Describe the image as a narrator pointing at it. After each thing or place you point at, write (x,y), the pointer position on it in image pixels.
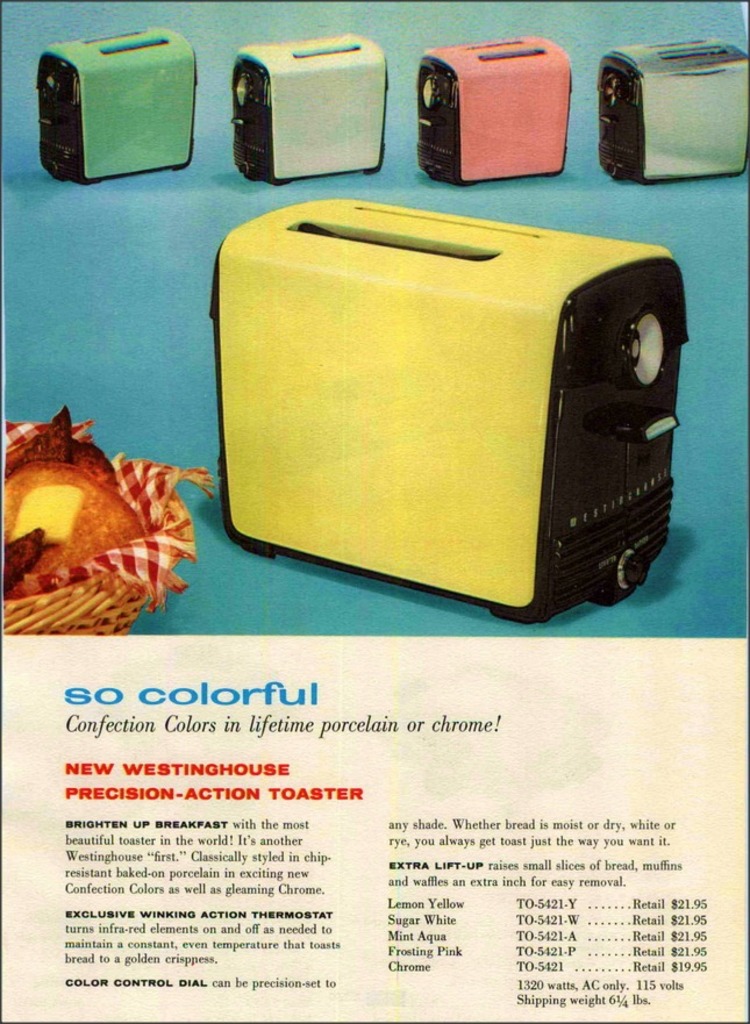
In this image I can see few colorful toasters (389,240) on the blue color surface (189,322). I can see the cloth (111,567) and the food (68,433) in the basket (121,607) and I can also see something is written on the image.
